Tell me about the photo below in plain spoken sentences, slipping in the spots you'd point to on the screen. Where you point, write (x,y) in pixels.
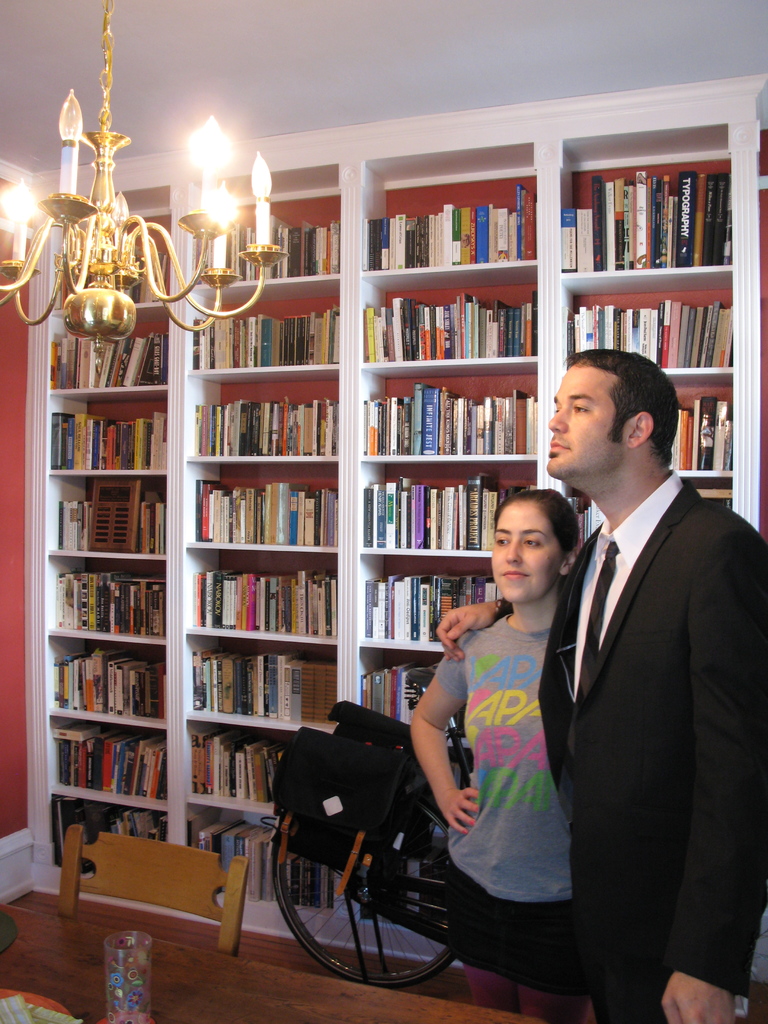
In this image there is a man (663,689) on the right side (663,683) who is keeping his hand (459,660) on the girl (497,679) who is beside him. In the background (342,406) there are cupboards (362,364) in which there are so many books (283,499). At the top (156,226) there is chandelier (124,234). At the bottom (227,992) there is a table (162,971) on which there is a glass (146,971). Beside the table (275,987) there is a chair (172,868). Beside the couple (445,806) there is a cycle (382,881).
